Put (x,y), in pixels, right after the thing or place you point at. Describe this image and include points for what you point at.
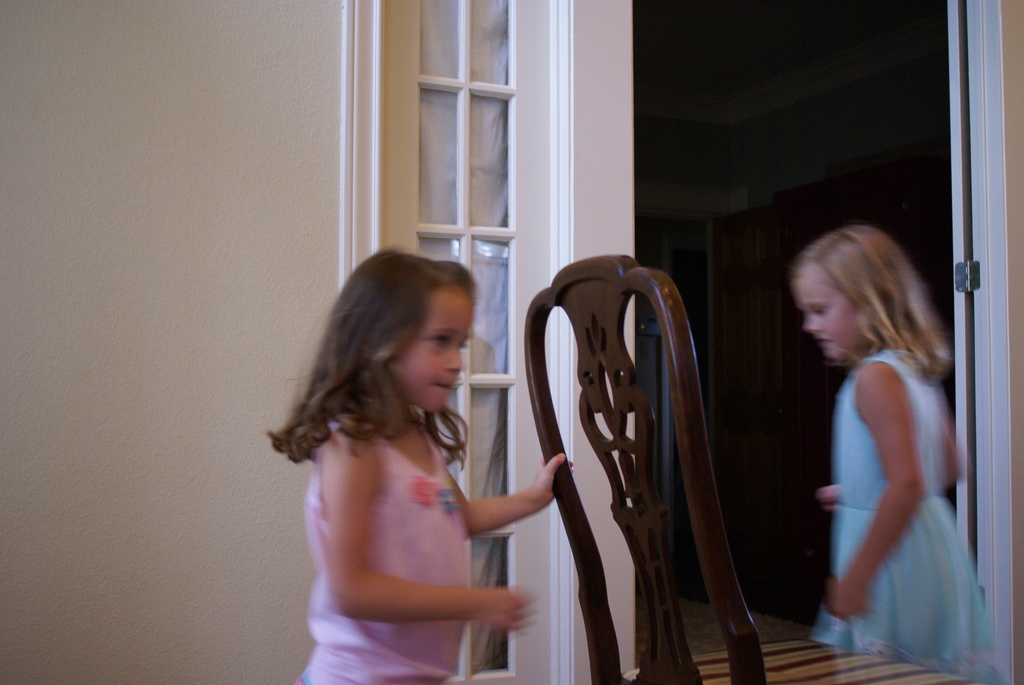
On the left side (335,393), there is a girl (418,566) in a pink color dress (458,574), holding a wooden chair (617,513). On the right side (900,521), there is a girl (900,379) in a blue color dress (916,589). In the background (183,5), there is a white wall (175,279).
